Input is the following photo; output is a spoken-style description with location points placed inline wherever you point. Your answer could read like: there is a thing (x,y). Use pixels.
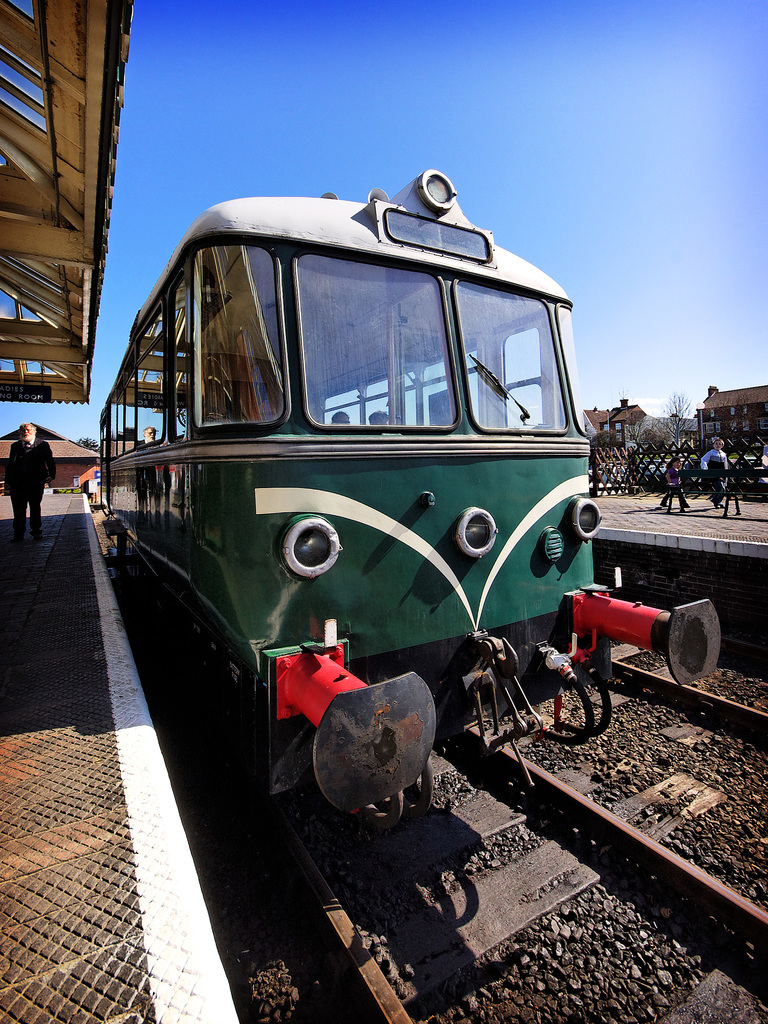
This picture is clicked outside. In the center (510,364) we can see a green color train (412,493) standing on the railway track (691,888) and we can see the gravels (656,882) and we can see there are some persons (26,492) walking on the railway platforms (73,660). In the background (411,88) there is a sky (534,95) and we can see the roof (71,192) and many other objects (614,414).
